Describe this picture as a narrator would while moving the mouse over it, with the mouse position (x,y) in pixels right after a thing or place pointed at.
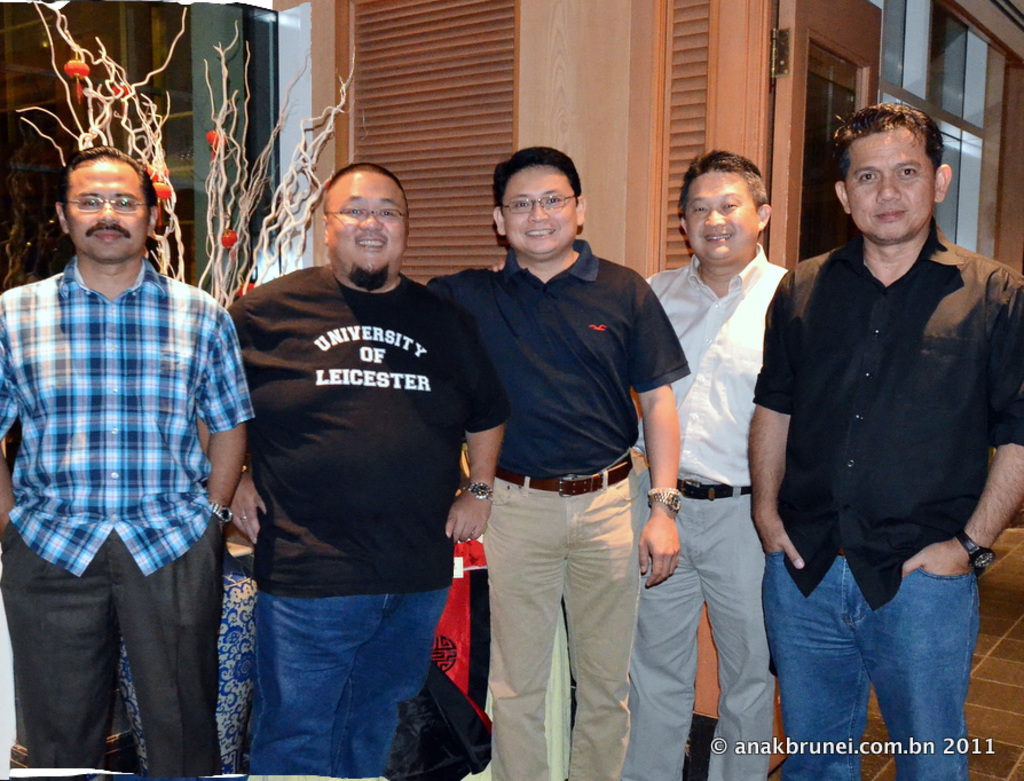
In this image we can see five men (648,458) and they are smiling. In the background (359,150) we can see a door (829,130), glasses (820,213), floor (1002,594), and few objects (233,604). At the bottom of the image (977,746) we can see something is written on it.
